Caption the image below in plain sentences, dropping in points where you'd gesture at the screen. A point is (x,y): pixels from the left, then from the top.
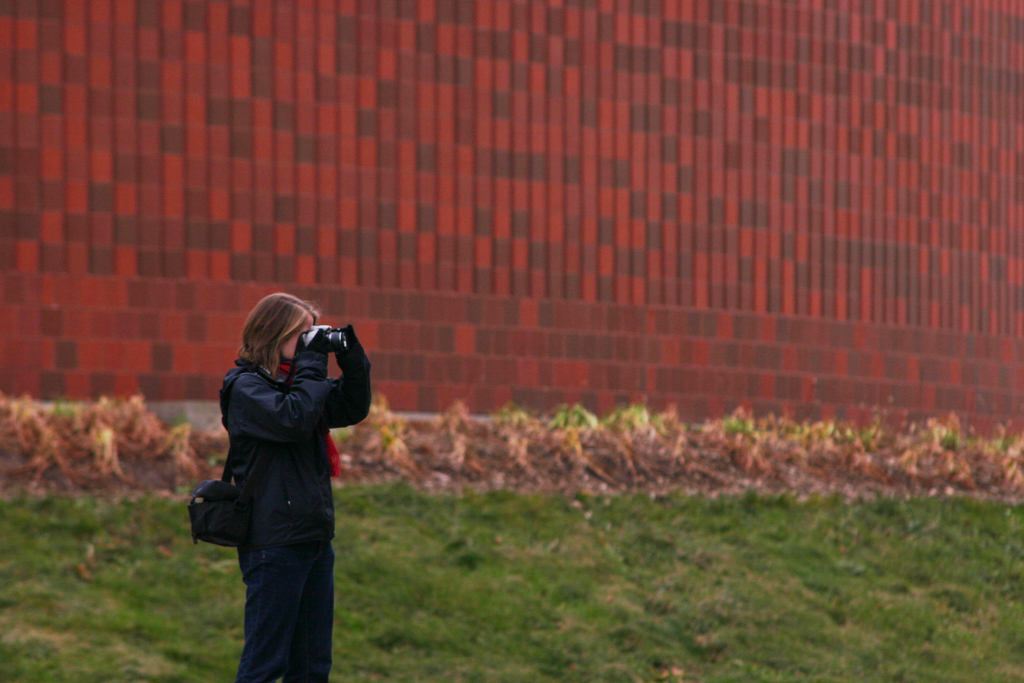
There is one woman (261,578) standing on a grassy land (520,627) and holding a camera (311,337) at the bottom of this image (838,557). There is a wall (411,327) in the background (463,255).
